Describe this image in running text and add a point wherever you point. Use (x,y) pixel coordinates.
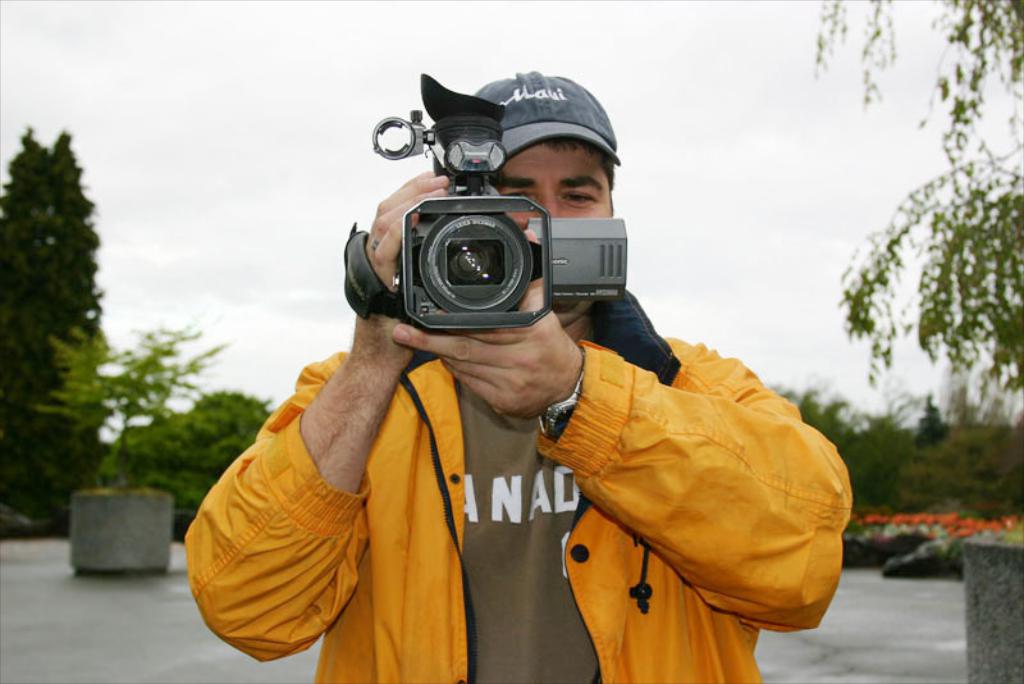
In this image we can see a man (490,357) holding a camera (500,259). We can also see some plants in pots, flowers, a group of trees (186,439) and the sky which looks cloudy.
